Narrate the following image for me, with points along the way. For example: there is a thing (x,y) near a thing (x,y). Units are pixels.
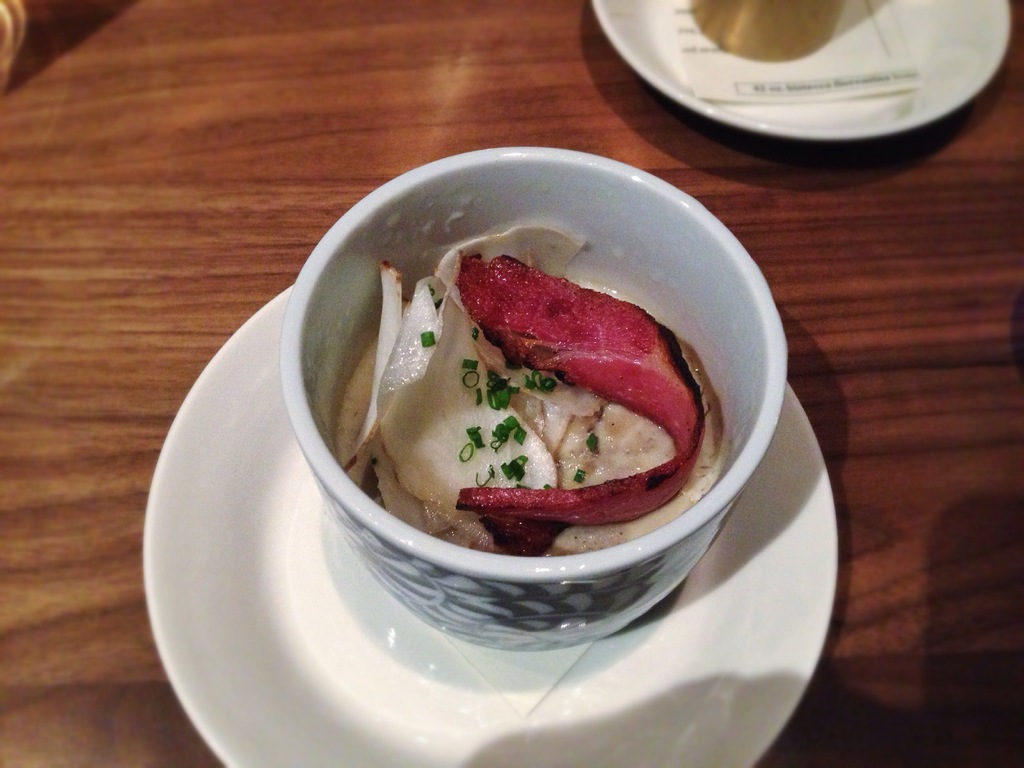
In this image I can see there are food items (622,398) in a cup (503,633) on the saucer (407,693).
